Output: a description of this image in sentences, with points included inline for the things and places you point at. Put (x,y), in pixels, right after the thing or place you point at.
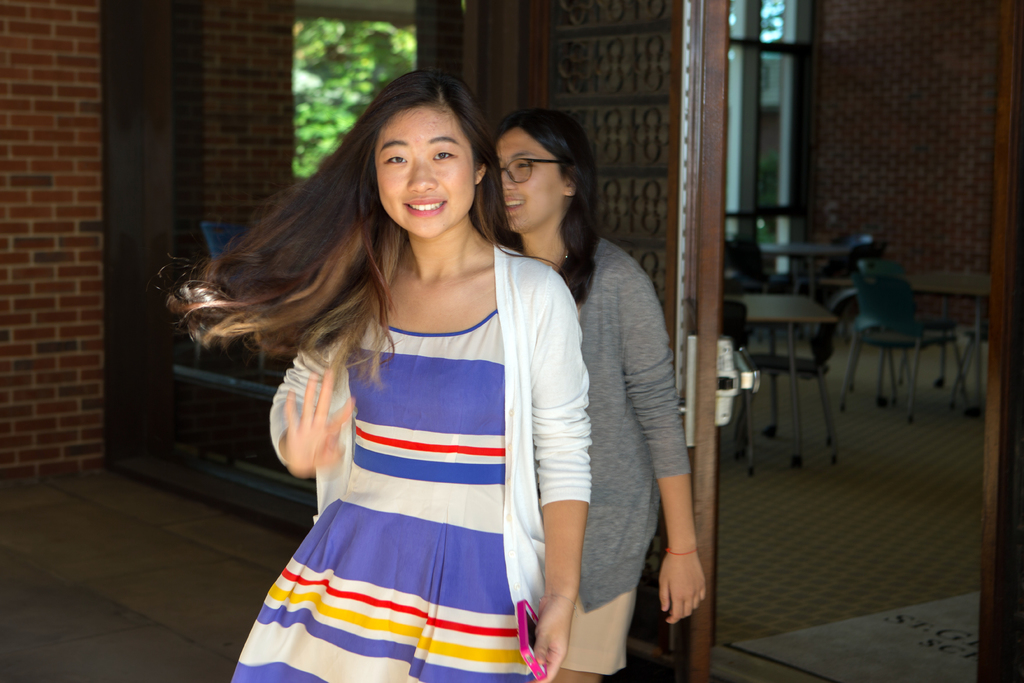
In the picture there is woman (510,418) with long hair (297,241) and background of her there is another woman (602,261), this seems to be clicked on the outside of a classroom (768,236).
